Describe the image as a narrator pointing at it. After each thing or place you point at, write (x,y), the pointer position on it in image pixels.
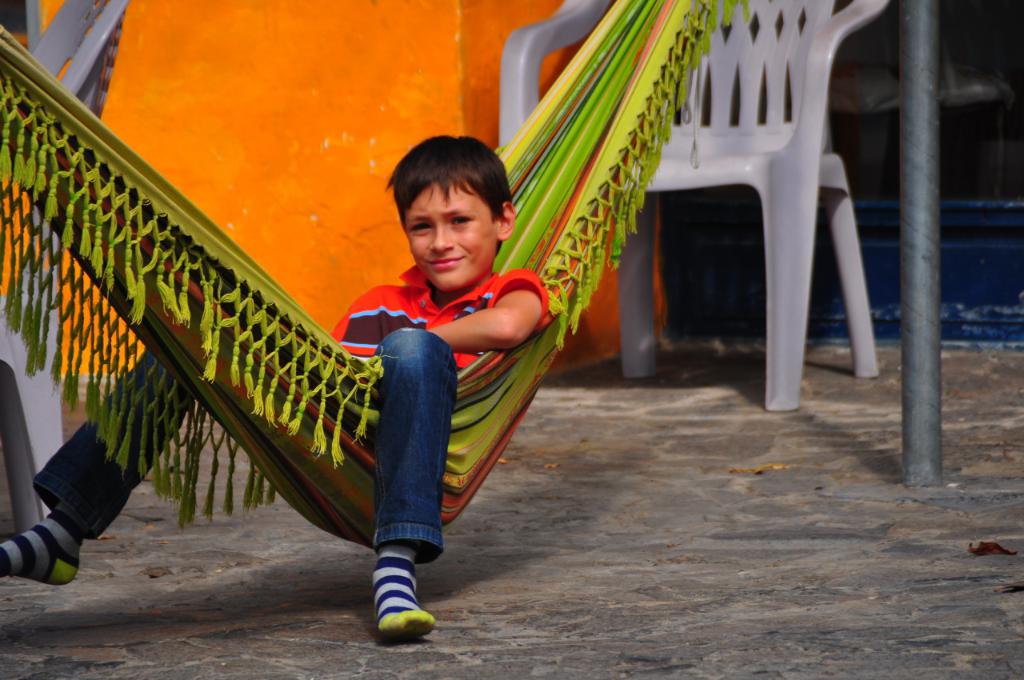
In this picture we can see a boy (489,214) sitting on a cloth swing (366,421). On the background (522,56) we can see a wall (367,57), chair (729,98). This is a pole (903,283).
